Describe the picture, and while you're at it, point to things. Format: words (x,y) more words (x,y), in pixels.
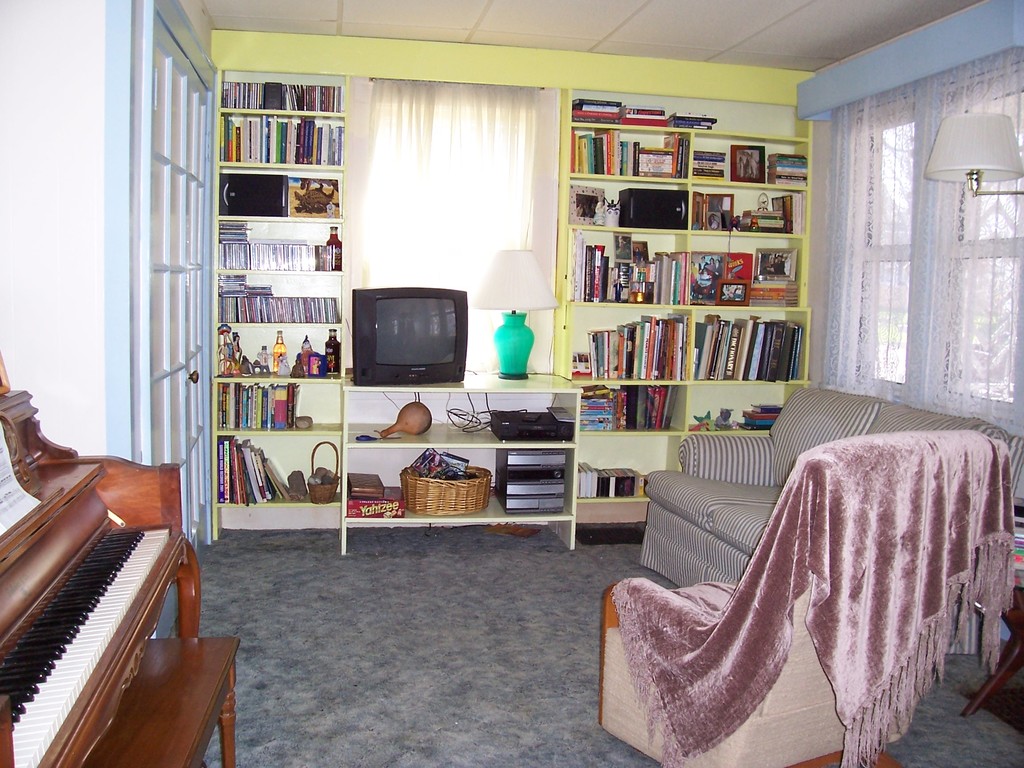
In this image we can see a sofa set (871,420), piano (184,546), television (438,367), speakers (237,191), books (302,148), lamp (513,290), curtains (836,294) and baskets (450,499) inside a room (459,558).
